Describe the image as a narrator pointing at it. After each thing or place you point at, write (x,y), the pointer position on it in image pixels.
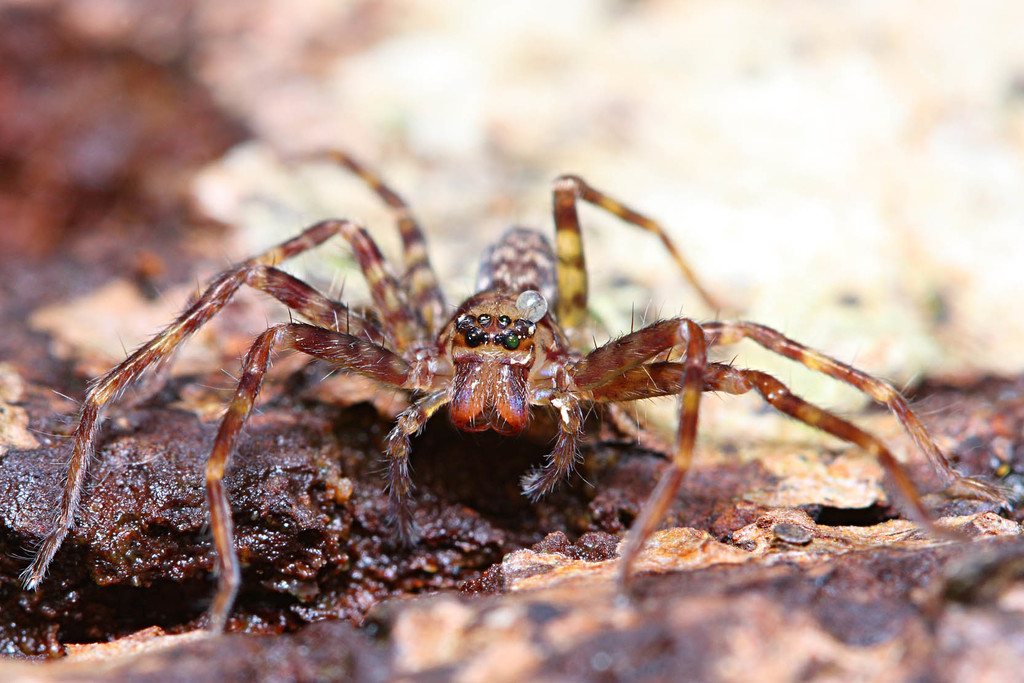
In this picture there is a spider (579,415) on the ground (521,460). It is in brown in color.
